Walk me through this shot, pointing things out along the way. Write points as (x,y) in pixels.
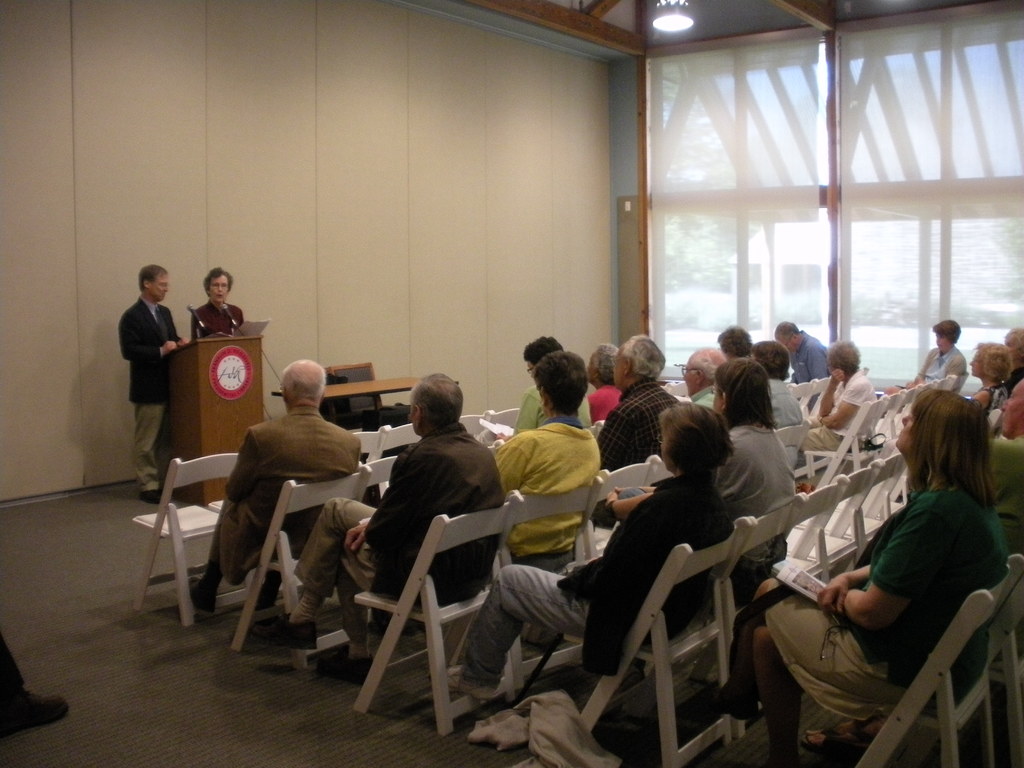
In this picture we can see man (140,297) and woman (224,272) standing at podium (224,363) talking on mic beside to them there is table (374,392) and chair (347,368) and in front of them we can see a group of people (645,581) sitting on chair (287,574) and listening to them and in background (218,190) we can see wall (444,286), light (671,29).
